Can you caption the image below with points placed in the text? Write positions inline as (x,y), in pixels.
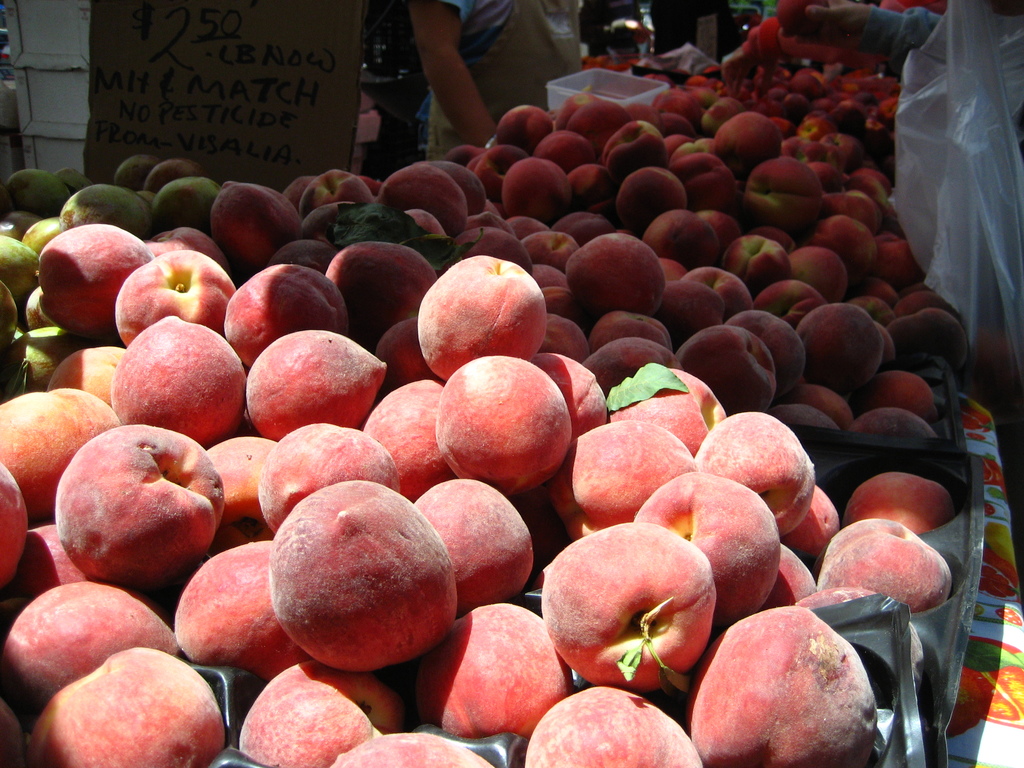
In this image I can see number of peaches (233,236) and few green leaves (612,403) on it. On the top side of the image (282,27) I can see a brown colour board (272,106), a plastic container (565,92), a plastic cover (901,167) and few people (905,45). I can also see something is written on the board (101,28).
